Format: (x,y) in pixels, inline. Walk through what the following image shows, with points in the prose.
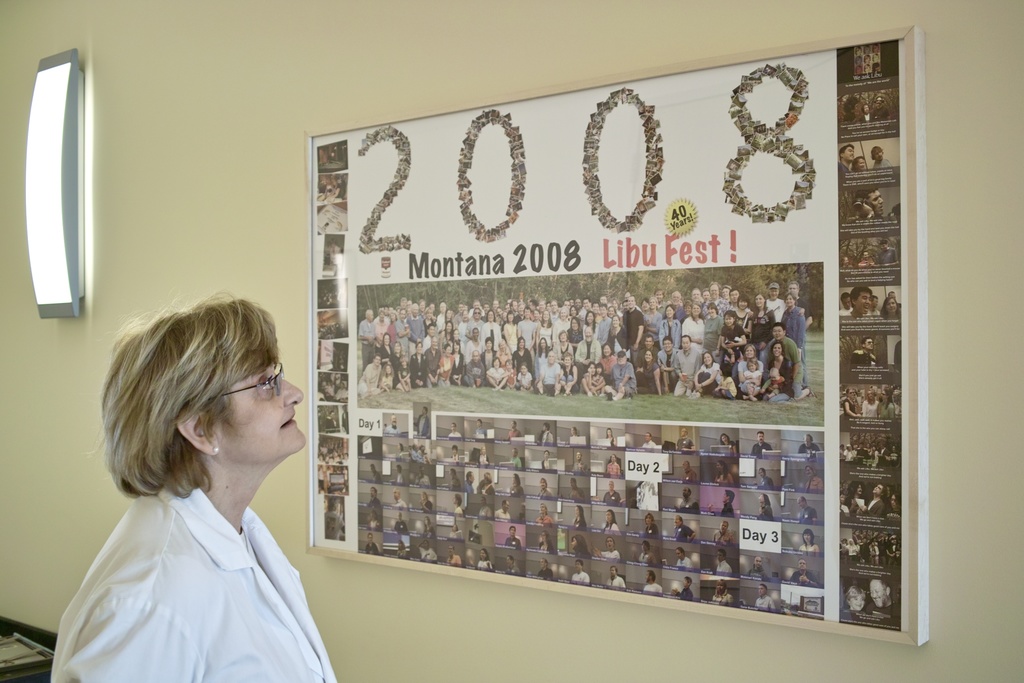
This image is taken indoors. In the background (120,316) there is a wall (932,80) with a board (391,369) on it and there is a light (75,157) on the wall (9,240). There are many images (530,359) and there is a text (462,207) on the board (663,226). On the left side of the image (245,465) a woman (227,548) is standing.
